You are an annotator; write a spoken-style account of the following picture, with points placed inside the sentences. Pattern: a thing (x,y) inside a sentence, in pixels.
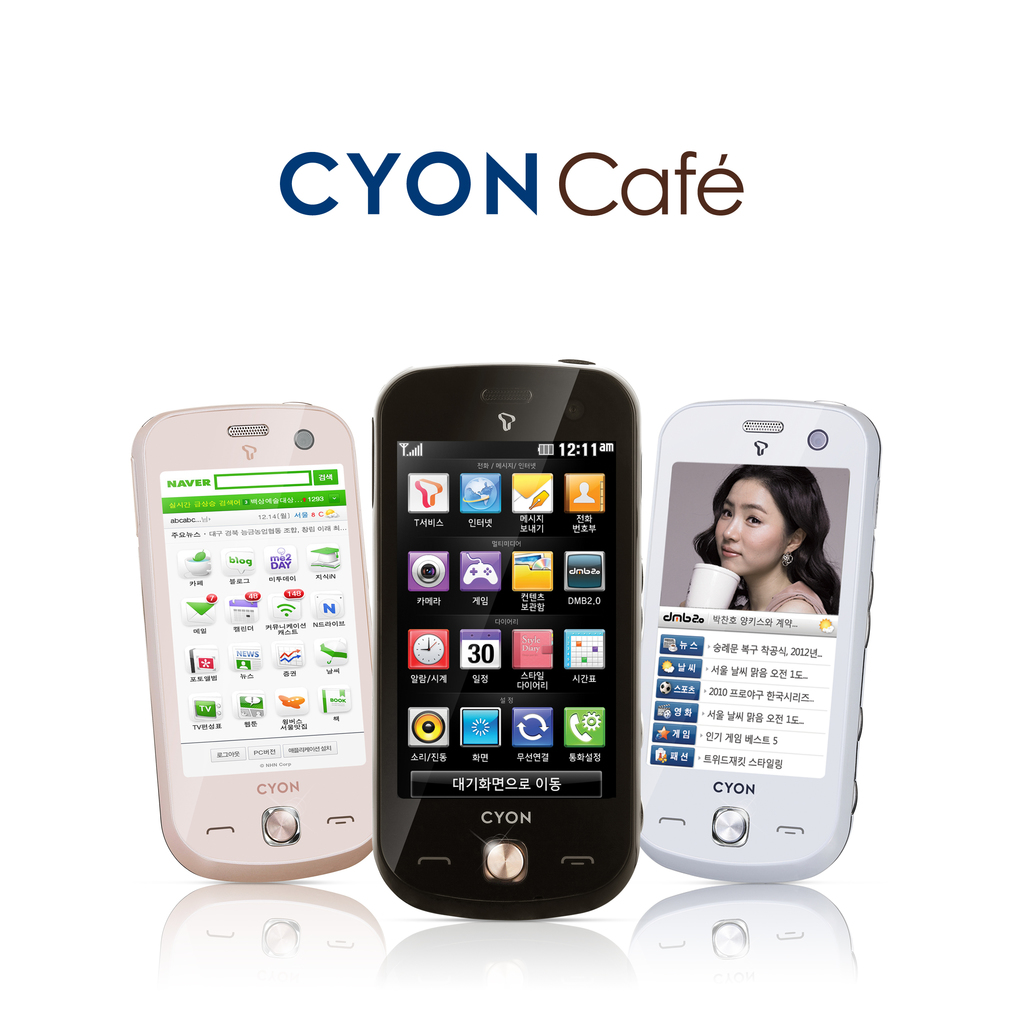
In this picture we can see three smart phones (748,690), on these two phones (314,726) we can see icons (437,733), on this phone (759,594) we can see a picture (794,600) of a woman (770,589), there is a white color background (632,259), we can see some text (500,178) at the top of the picture (473,177).
